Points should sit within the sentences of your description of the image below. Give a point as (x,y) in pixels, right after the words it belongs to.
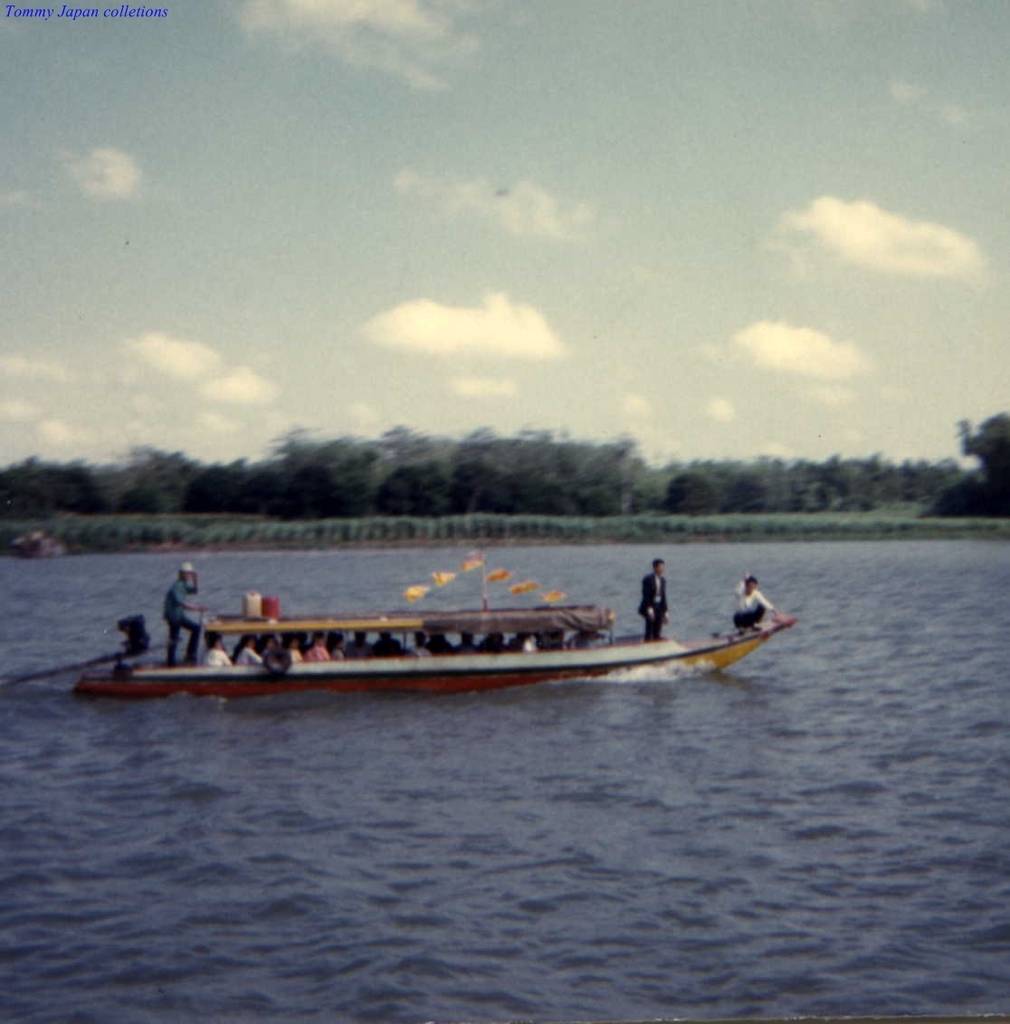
In this image there is a boat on the lake (581,589), in which there are few people (315,633) visible and there are some objects (509,623) on the boat (133,624), in the middle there are some trees (612,463), at the top (502,289) there is the sky (768,176).
